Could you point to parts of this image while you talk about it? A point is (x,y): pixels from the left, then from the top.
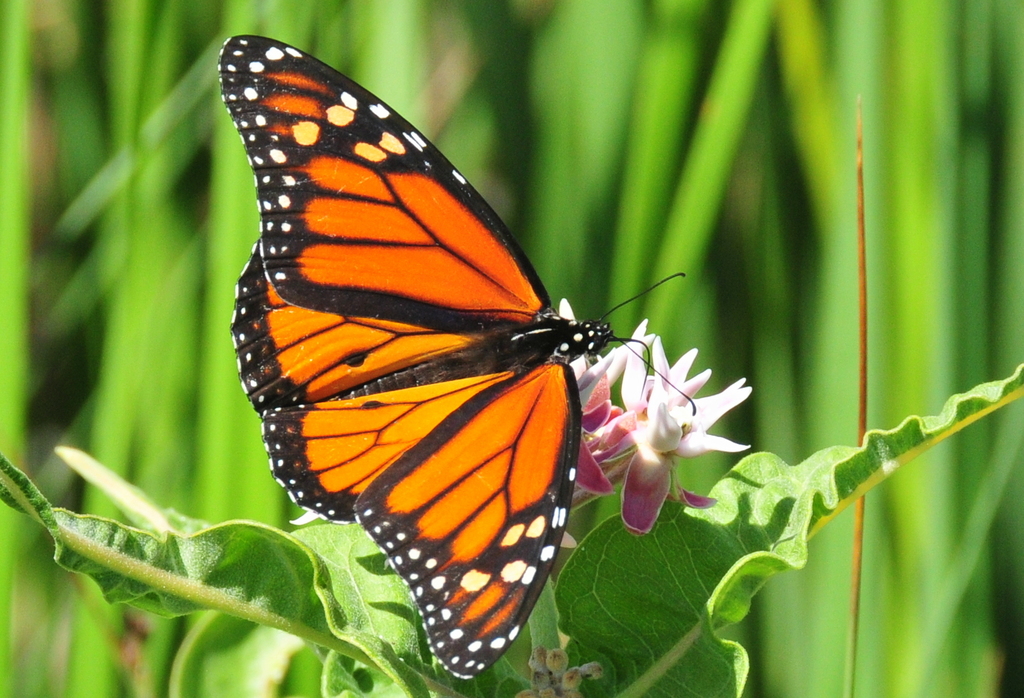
Background (1001,585) portion of the picture is in green color and its blur. In this picture we can see green leaves (745,547), butterfly (552,338), flowers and buds (574,676).
